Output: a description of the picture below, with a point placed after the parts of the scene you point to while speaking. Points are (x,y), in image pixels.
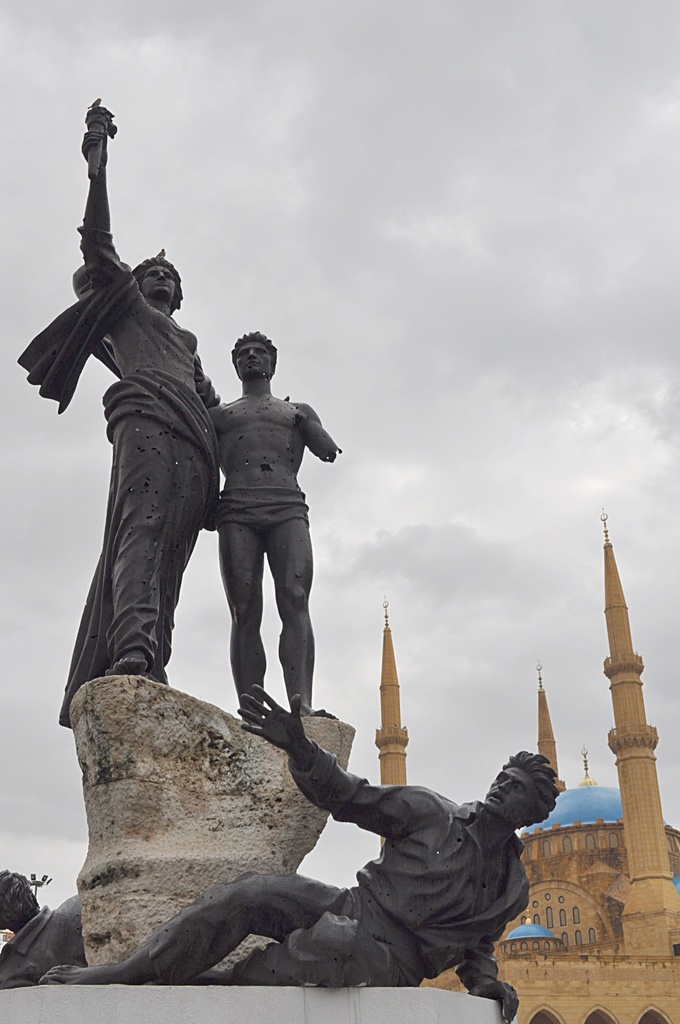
Here I can see three statues (331,764) of persons (254,549) on a wall (97,1013). One person (335,963) is lying and two persons (180,428) are standing. In the background (615,834) there is a building (618,799). On the top of the image (485,206) I can see the sky (448,179).
